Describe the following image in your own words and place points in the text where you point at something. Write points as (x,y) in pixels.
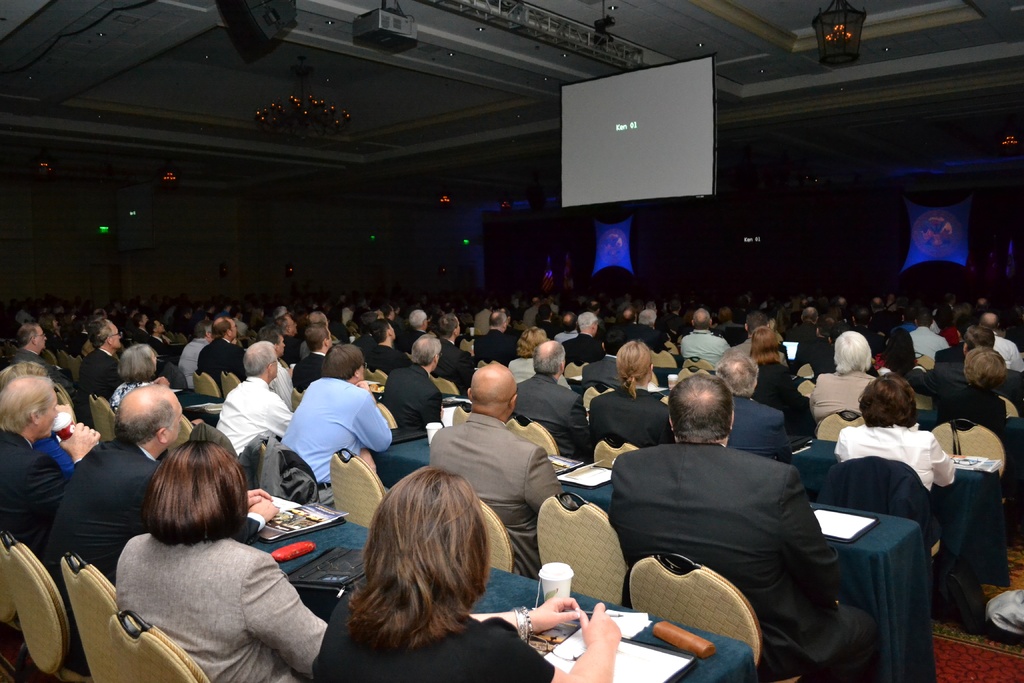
In this picture I can see group of people (496,333) sitting on the chairs (494,559), there are books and some other objects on the tables (756,677), there is a projector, projector screen (570,150), there is a chandelier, there are lamps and some other objects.
